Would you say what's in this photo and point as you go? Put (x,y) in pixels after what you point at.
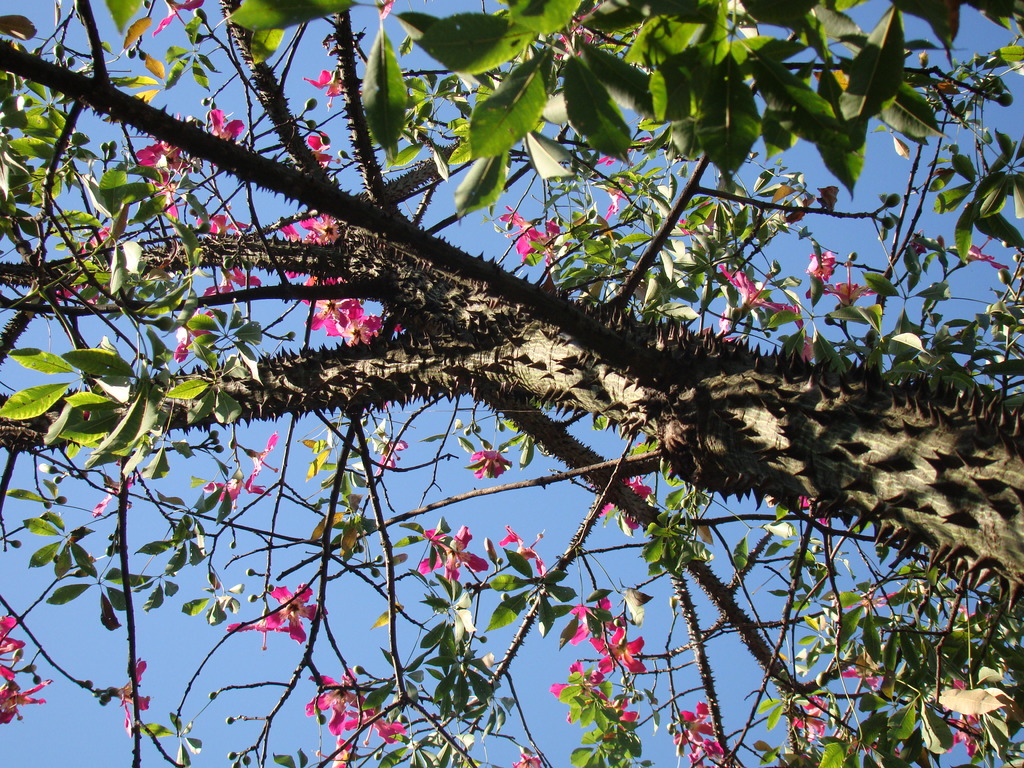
In this picture we can see a tree (230,236) with flowers (332,302) and leaves (199,77). Behind the tree (427,359) there is a sky (477,440).
